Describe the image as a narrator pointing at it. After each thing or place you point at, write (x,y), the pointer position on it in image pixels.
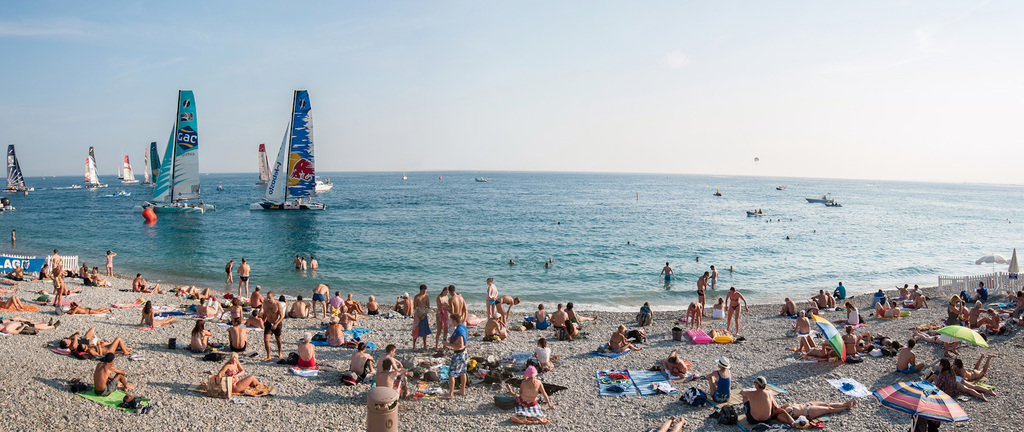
In the image we can see there are lot of standing and others are sitting near the sea shore (354,420). There are sailboat (16,188) in the water (561,252).
